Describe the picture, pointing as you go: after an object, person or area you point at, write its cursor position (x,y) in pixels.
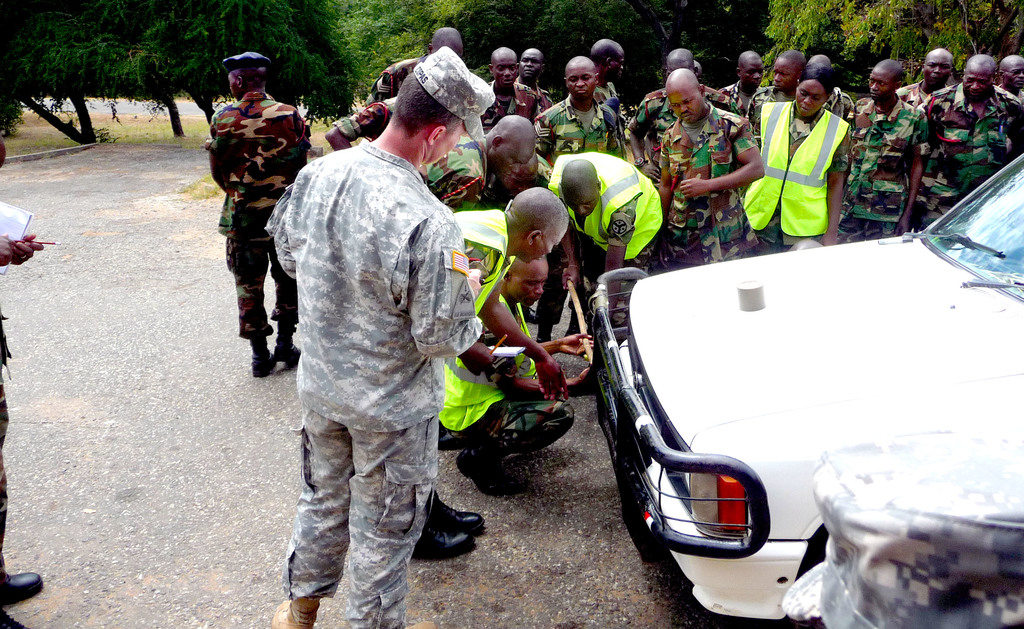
In this image, we can see some soldiers (773,197) standing and there is a white car (765,386), we can see some green trees (93,42).
